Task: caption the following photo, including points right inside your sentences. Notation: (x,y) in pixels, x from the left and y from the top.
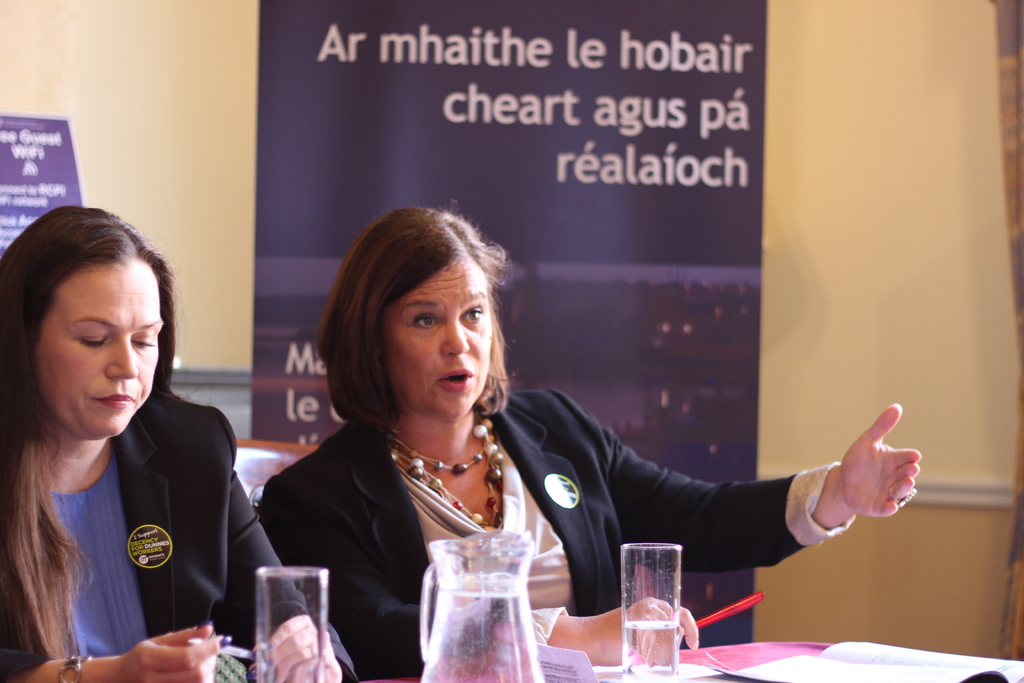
In this image I can see two women (394,518) wearing black colored blazers (350,525) are sitting on chairs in front of a table (747,654) and on the table (733,668) I can see a book (791,679), few glasses (276,640), a glass jug (460,563) and in the background (825,183) I can see the cream colored wall (852,199) and few banners (523,136).
